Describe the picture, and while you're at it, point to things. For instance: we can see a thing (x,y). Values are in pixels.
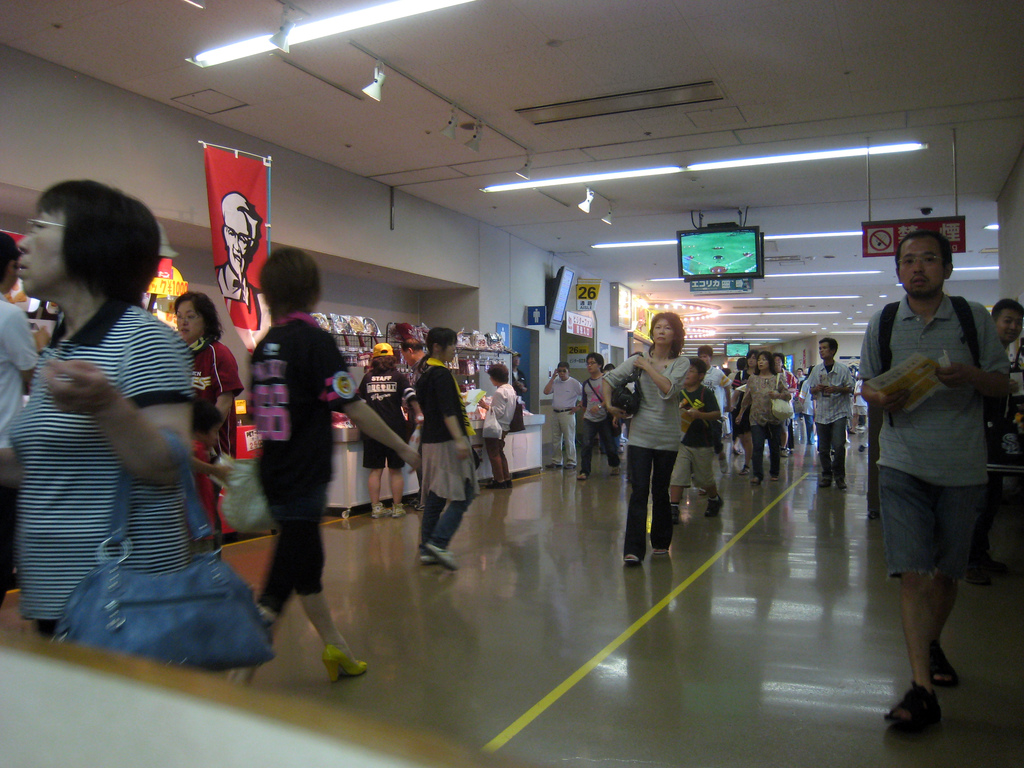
In this image we can see few people (842,415) walking on the floor (796,497), a person (934,398) is holding a paper (916,398) and some of them are holding bags (781,412), there is a banner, few stalls (470,385) and a wall (533,366) with few boards (583,303) on the left side (238,441) and there is a screen (734,244) and few boards (707,289) hanged to the ceiling (788,108) and there are lights (402,9) attached to the ceiling (686,177).
